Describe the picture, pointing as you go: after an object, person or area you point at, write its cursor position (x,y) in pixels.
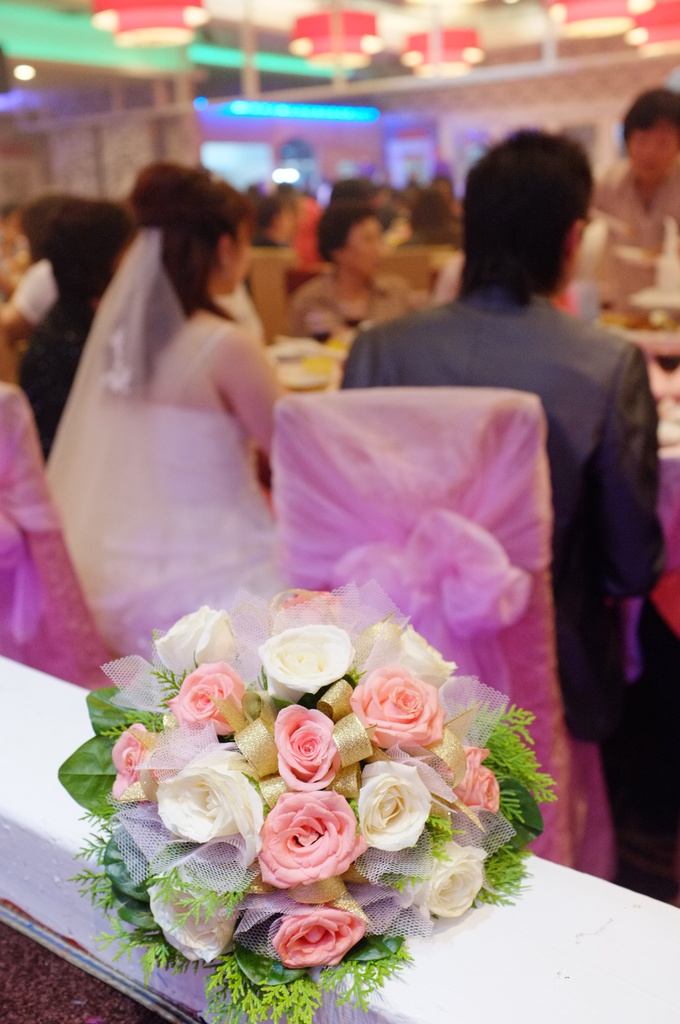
In this picture we can see people (635,344) sitting on the chairs (524,656). On the table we can see few objects (666,329). At the top (123,18) we can see ceiling (450,3) and lights (150,13). Here we can see a flower bouquet (379,892) with white and pink flowers (305,812).
